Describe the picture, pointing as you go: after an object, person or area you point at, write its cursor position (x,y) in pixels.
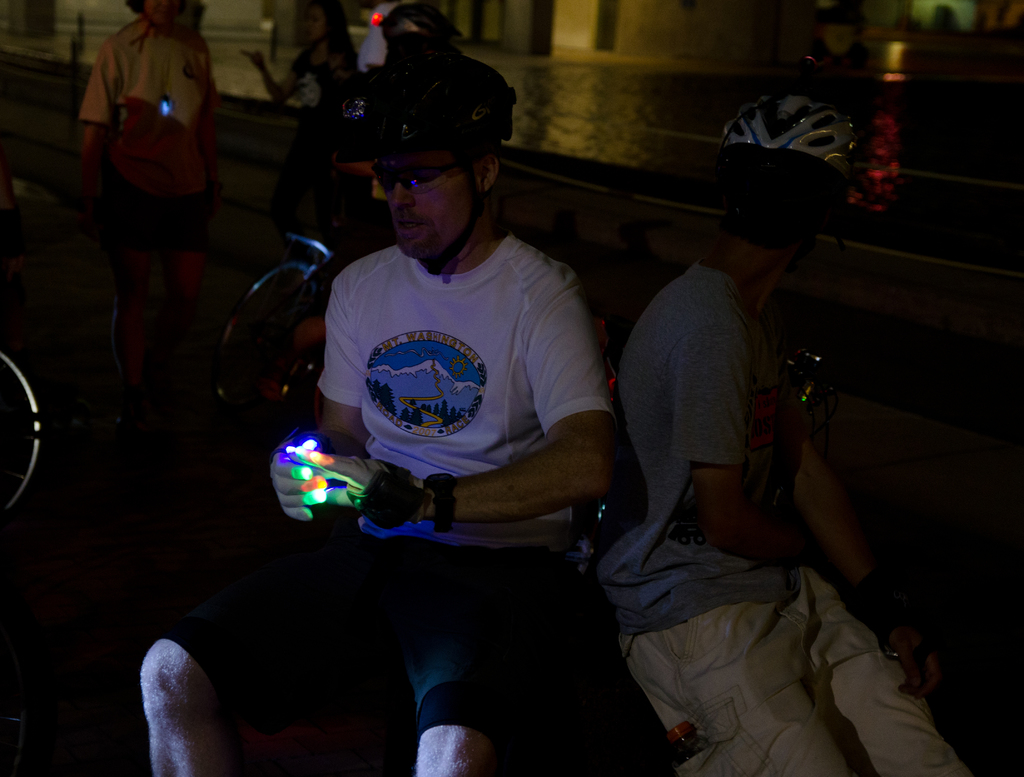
In this image in the front (420,490) there is a person (473,482) sitting and holding an object (317,477) wearing a black colour helmet (416,122). In the background (325,68) there are persons (347,64) and there is water (667,93).
